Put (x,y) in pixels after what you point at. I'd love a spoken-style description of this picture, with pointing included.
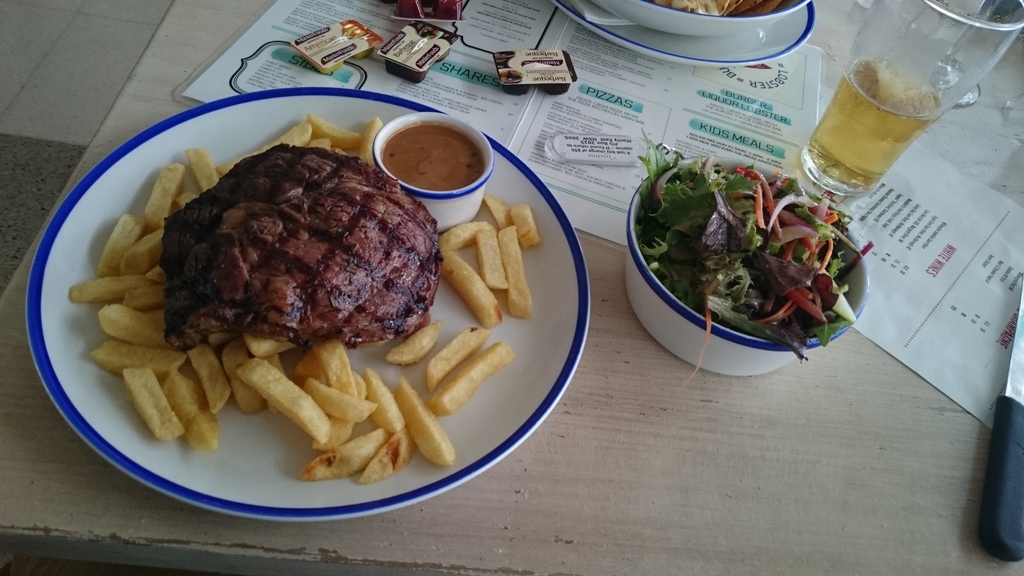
In this image I can see papers (759,127), sachets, glasses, bowl (735,369) and plates (378,348) in which food items (420,300) are there kept on the table (727,480). This image is taken may be in a room (619,369).
